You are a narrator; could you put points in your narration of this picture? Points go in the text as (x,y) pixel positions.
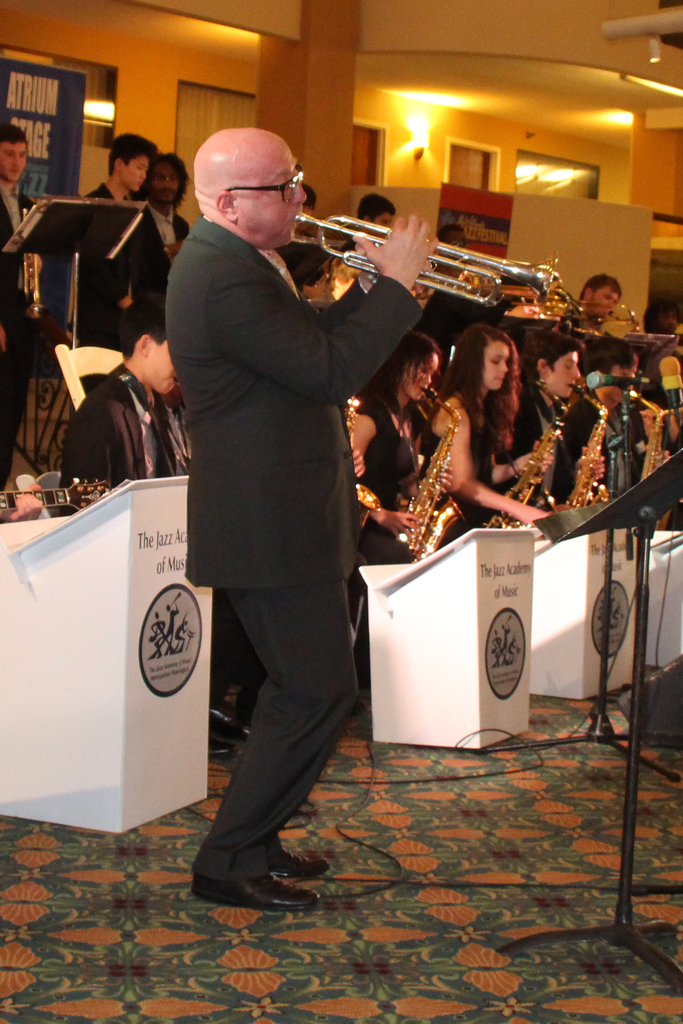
In the middle of the image (243,441) a man (252,503) is standing and holding a musical instrument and playing. Behind him few people (472,303) are sitting and playing some musical instruments (655,465) and there are some podiums (520,629). Top of the image (427,142) there is roof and lights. Bottom right side of the image (599,712) there is a microphone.
